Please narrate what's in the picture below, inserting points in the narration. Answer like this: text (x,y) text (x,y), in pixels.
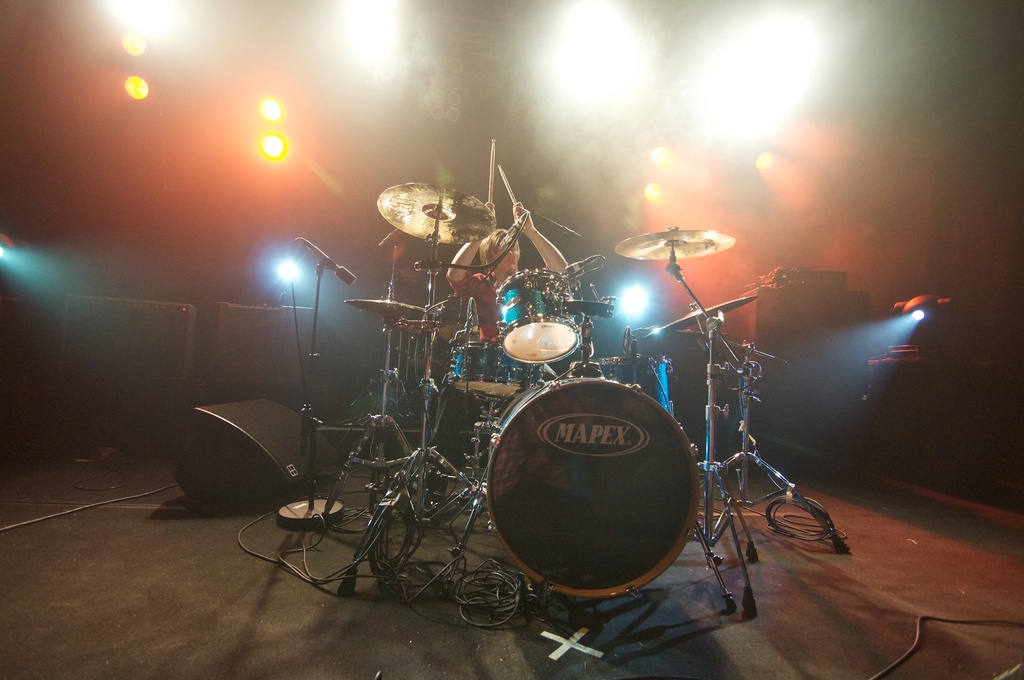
In this image we can see a person (520,206) holding the sticks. We can also see some musical instruments (630,425) with stand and wires (414,511) placed on the ground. We can also see some speaker boxes (275,429) and lights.
